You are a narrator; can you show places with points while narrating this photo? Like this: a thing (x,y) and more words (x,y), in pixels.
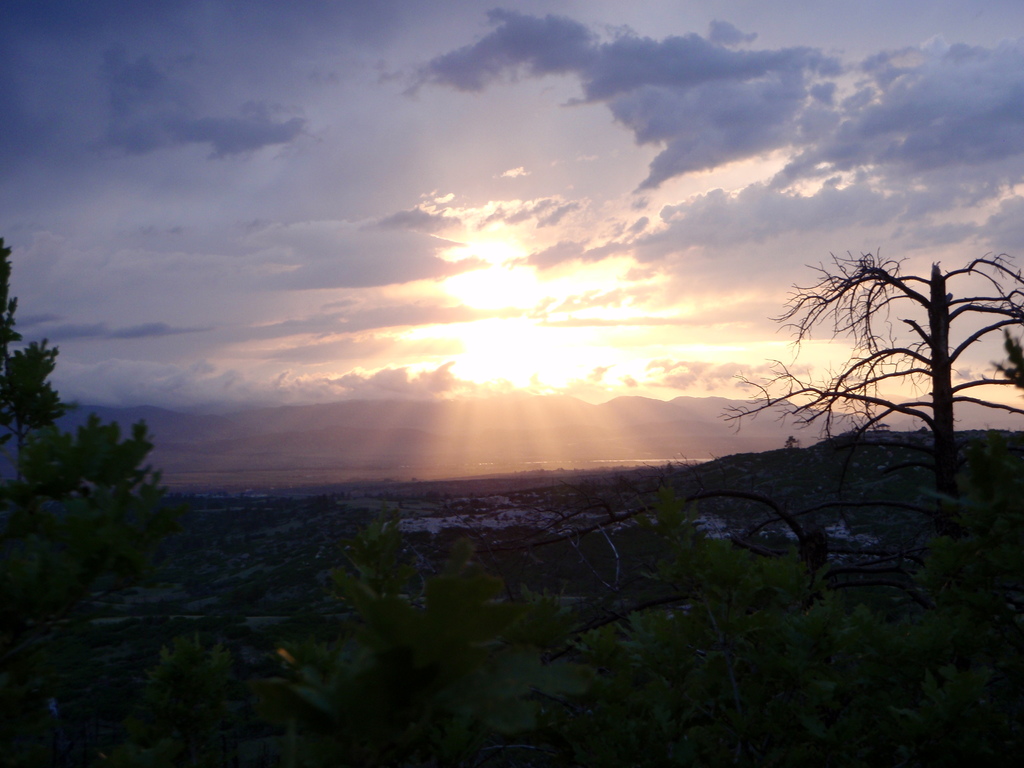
In the foreground of the image (675,635) we can see trees (371,631). In the center of the image (512,510) we can see some white color objects (448,523). In the background (480,352) it is sun (513,347) shining in the sky (498,341) and there are clouds (620,231).
